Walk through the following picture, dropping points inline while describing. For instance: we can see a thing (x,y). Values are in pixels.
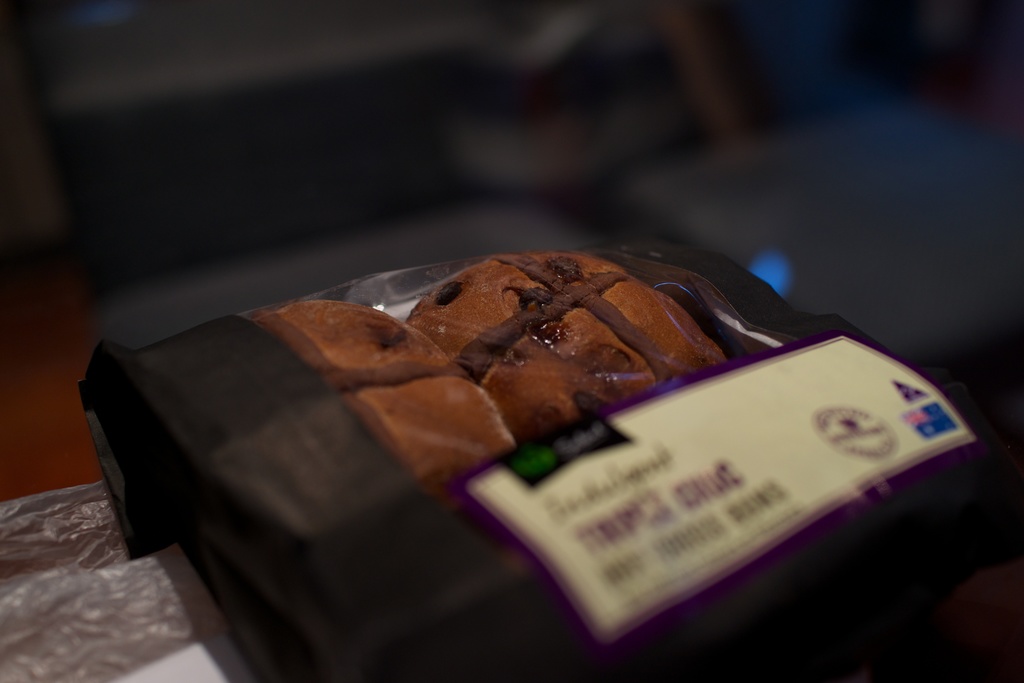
In this image, we can see a food item (485,268). On the food item (616,395), we can see a paper (889,359) with some text (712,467). In the background (199,262), we can see black color. On the left side (25,659), we can see a polythene cover (154,616).
